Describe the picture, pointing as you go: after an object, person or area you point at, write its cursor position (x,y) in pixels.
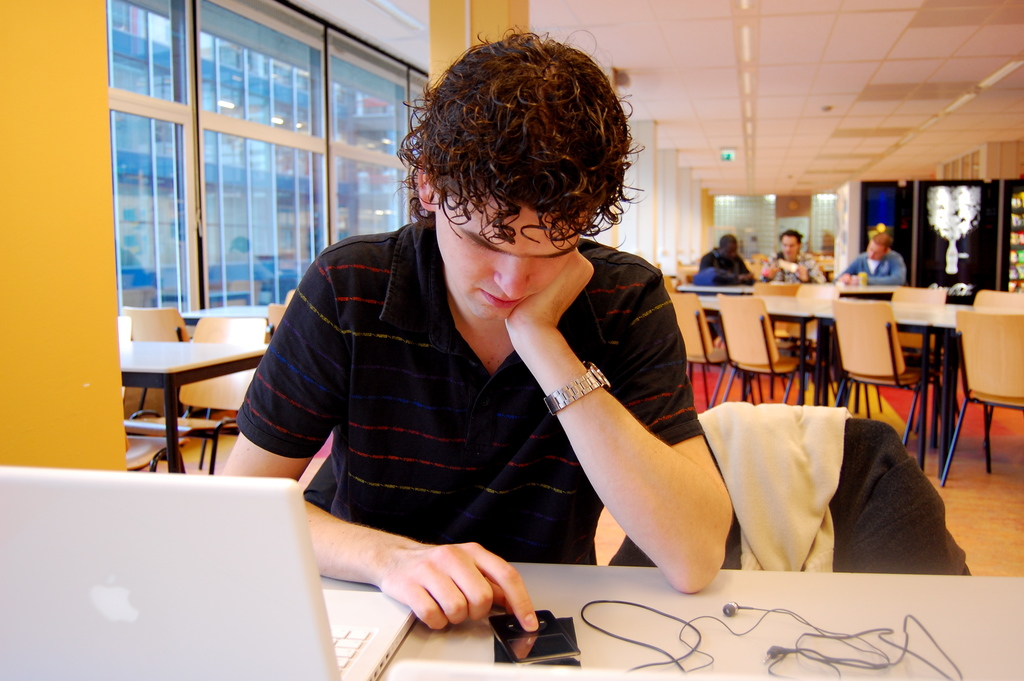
In this image i can see a man (390,366) sitting in front of a table (566,590), on the table (445,650) i can see a laptop (262,621) and a cellphone (522,636). In the background (819,162) i can see few people (798,240) sitting, roof (810,152) and window (237,177).
